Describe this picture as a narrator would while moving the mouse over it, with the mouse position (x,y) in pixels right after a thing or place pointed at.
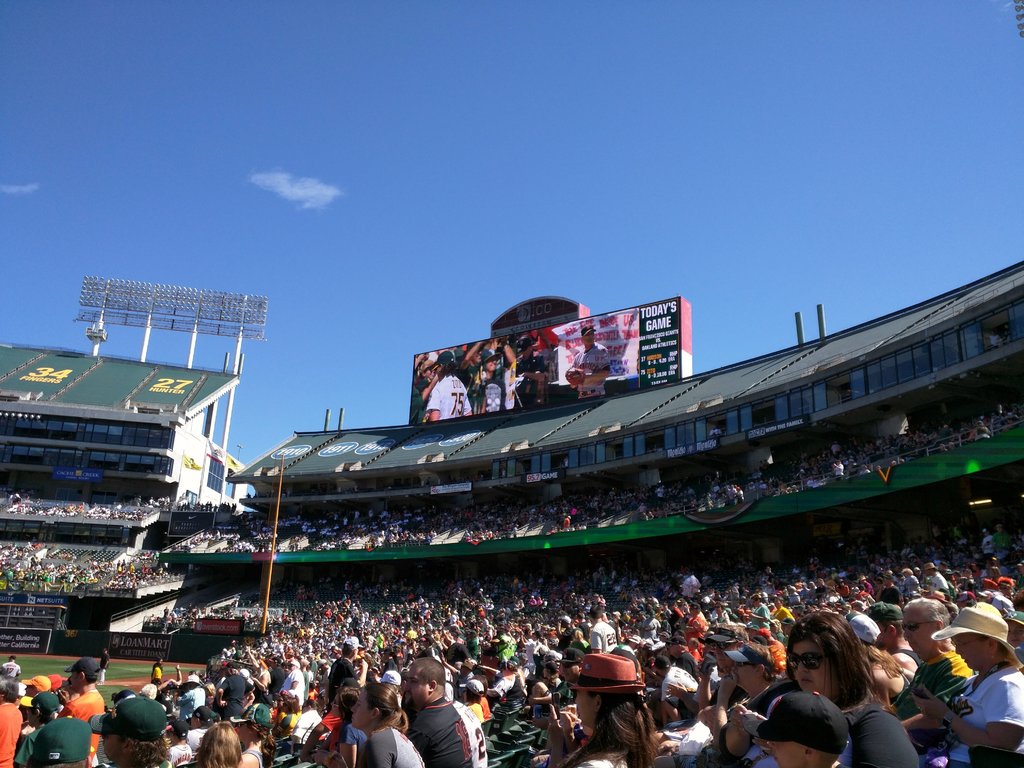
In this picture there are people (376,521) and we can see ground (108,673), grass (152,673), stadium (179,633), poles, board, floodlights (212,300) and hoardings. In the background of the image (341,274) we can see the sky (424,202).
